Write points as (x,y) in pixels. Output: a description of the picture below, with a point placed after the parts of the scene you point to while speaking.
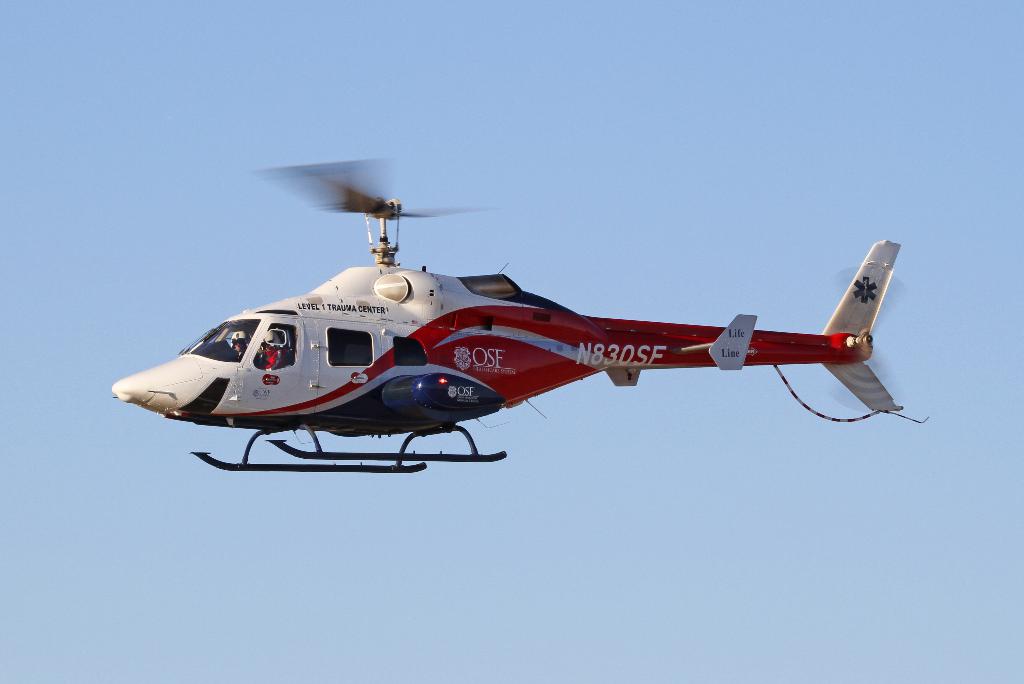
In this picture, we see a helicopter (358,323) in white and red color is flying in the sky (180,294). In the background (350,445), we see the sky (319,539), which is blue in color.
